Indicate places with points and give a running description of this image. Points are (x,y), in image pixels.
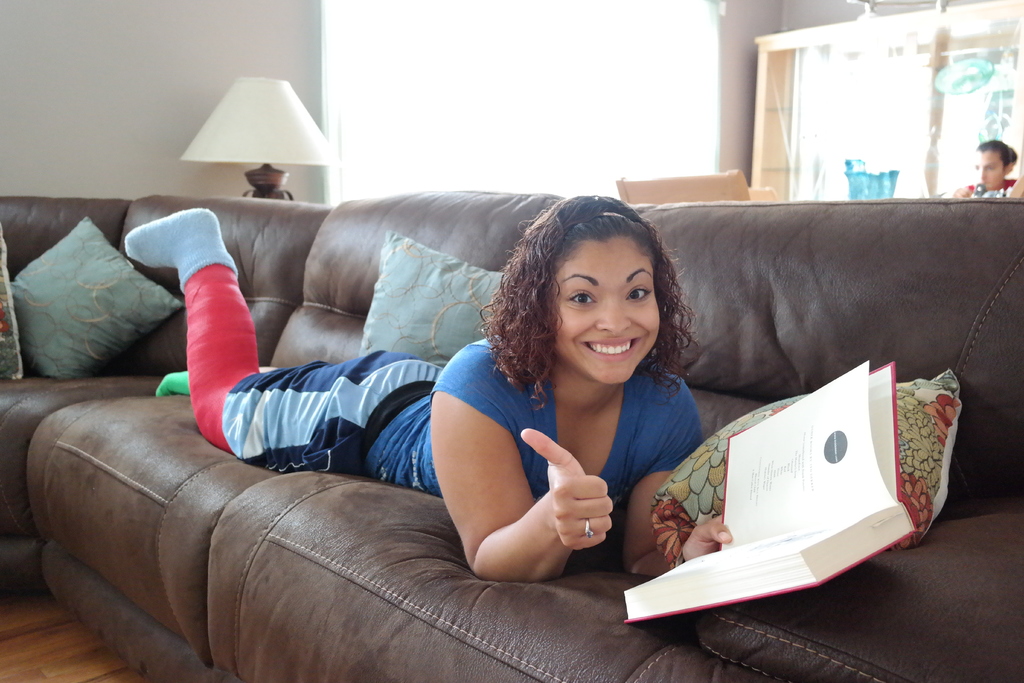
In the image there is a woman (562,363) smiling and carrying a book (765,521) laid on sofa (246,484). Behind the sofa (260,312) there is a lamp (278,147). At the right side (1001,179) corner there is a person (988,181) visible. It seems to be drawing room (116,32).
